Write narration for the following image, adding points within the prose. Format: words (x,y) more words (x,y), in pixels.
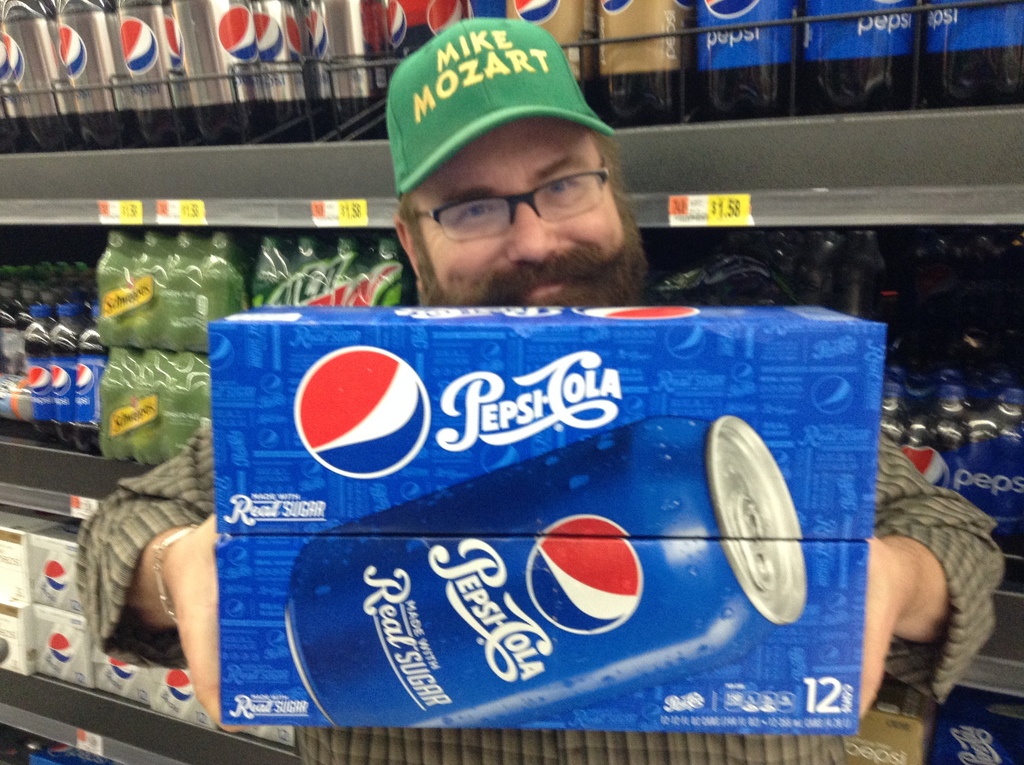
In this picture we can observe a blue color box (359,566) in the hands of a person (468,78) wearing a green color cap (456,75) on his head (488,241) and spectacles (498,218). He is smiling. Behind him there are some bottles (270,36) placed in the racks (68,683).
